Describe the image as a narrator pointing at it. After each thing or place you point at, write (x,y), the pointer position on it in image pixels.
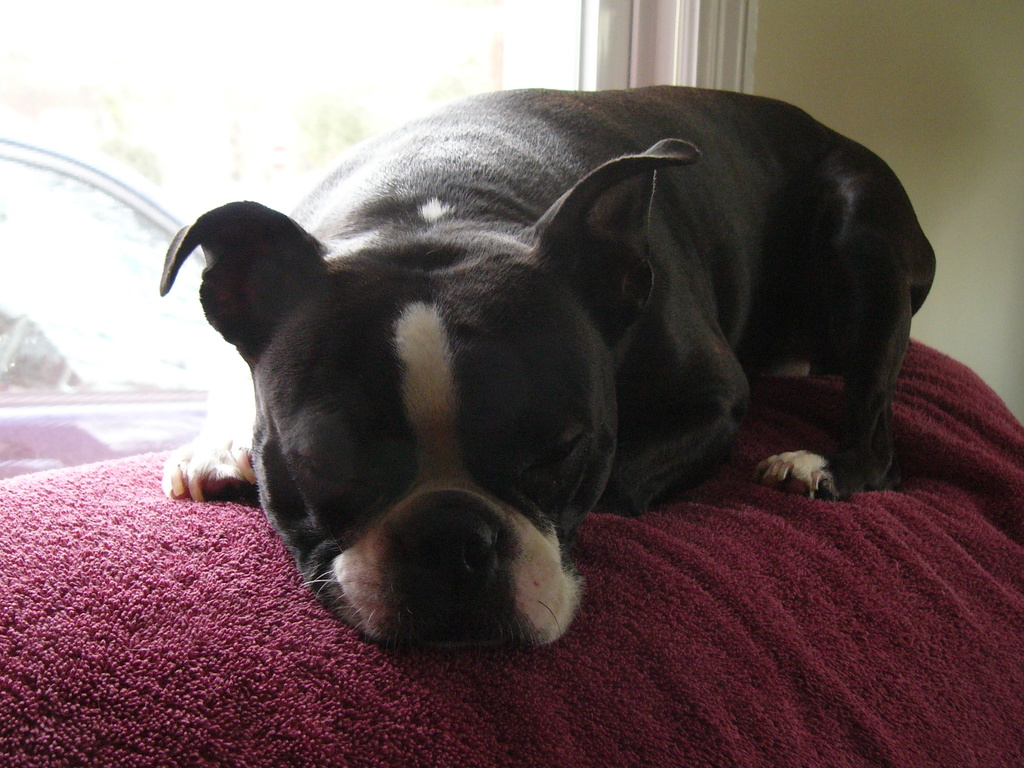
In this picture I can see there is a bull dog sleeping and it is in black color. It is sleeping on a maroon towel (744,564) and there are windows (398,84) and a wall (971,141).
